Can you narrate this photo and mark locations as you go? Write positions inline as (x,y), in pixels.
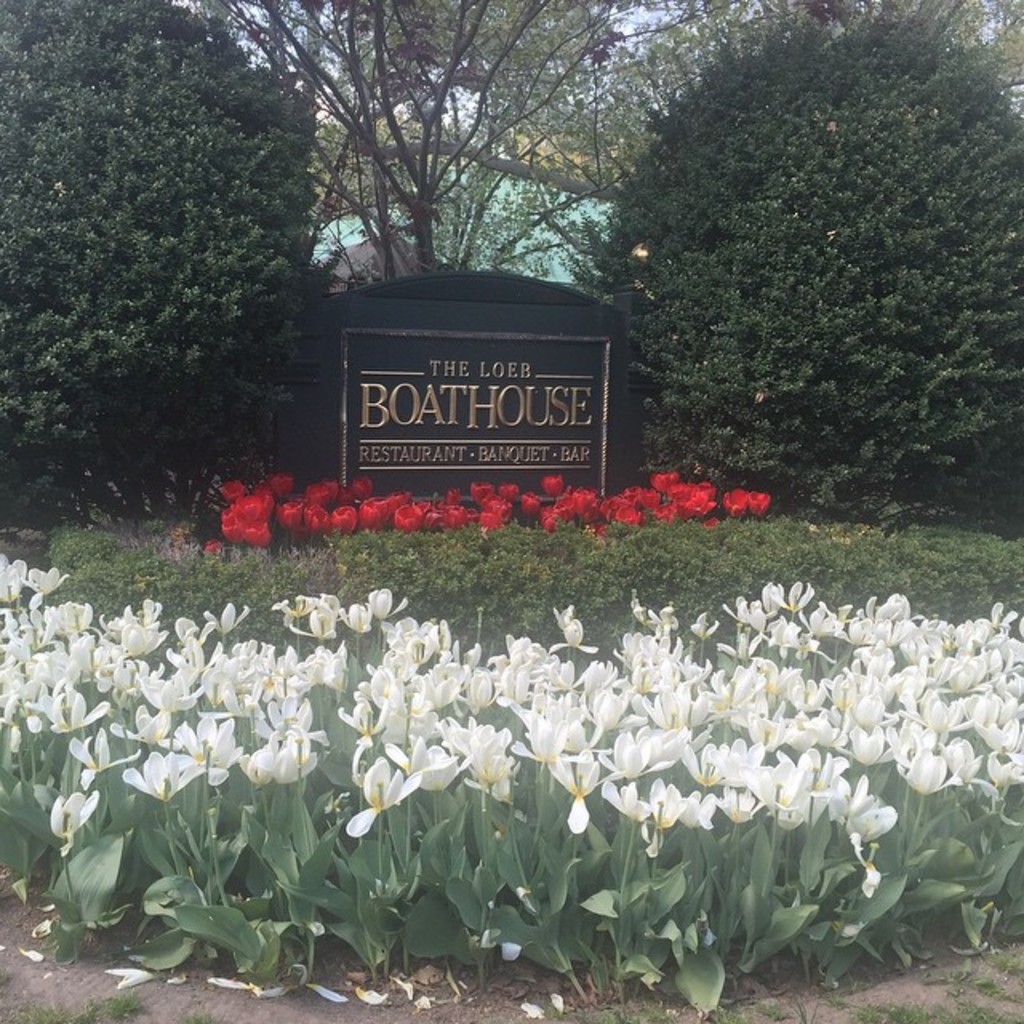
At the bottom of the picture (581,784), we see the plants (445,628). These plants (480,681) have flowers (596,500) and these flowers (353,524) are in white and red color. On either side of the picture, we see trees (787,371). In the middle of the picture (622,465), we see a board (374,407) in black color with some text (365,398) written on it. There are trees (411,156) and a building (551,258) in the background (508,192).
